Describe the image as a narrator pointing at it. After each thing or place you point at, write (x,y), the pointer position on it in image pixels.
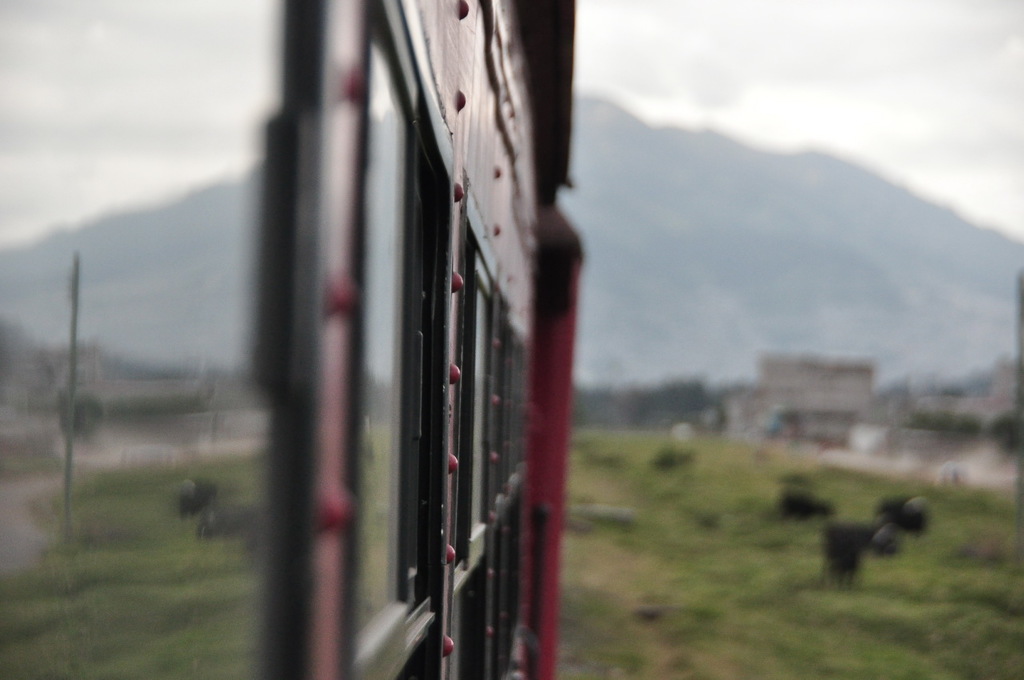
In this image there is a vehicle (378,435), behind that there are animals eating grass (770,663) and mountains (783,179).
